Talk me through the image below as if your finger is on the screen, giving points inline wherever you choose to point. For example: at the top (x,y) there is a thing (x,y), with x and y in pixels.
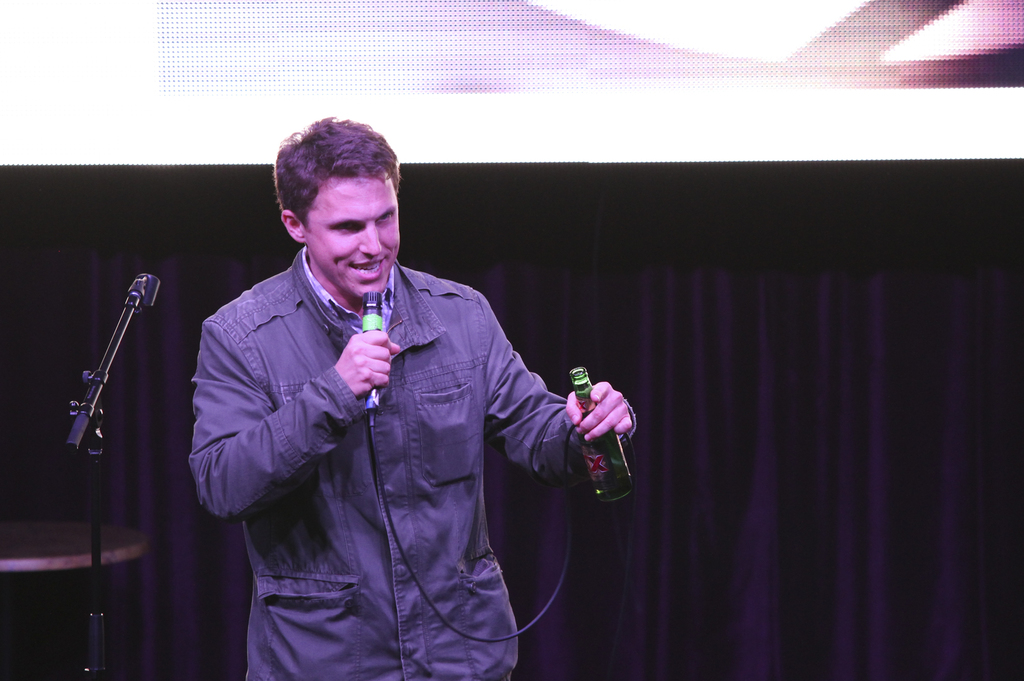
Man (325,461) in the middle of the picture (354,422) wearing grey jacket (350,472) is holding a microphone (366,299) in his hands (364,390) and he is speaking on it. On the other hand (620,396), he is holding glass bottle (584,410). Beside him, we see microphone (102,393) and behind him, we see a sheet (830,410) which is black in color and on top of the picture (664,27), we see projector screen (609,78).
